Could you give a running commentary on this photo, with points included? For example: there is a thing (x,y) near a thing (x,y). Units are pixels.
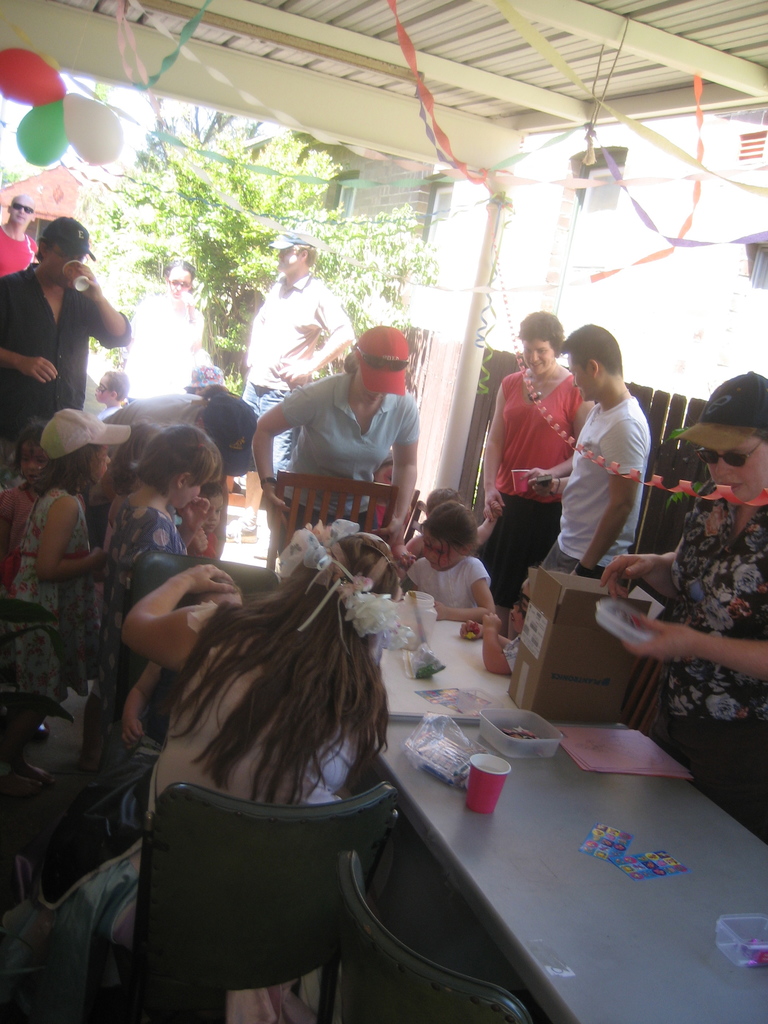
In the picture it looks like a party there are group of people (318,681) all are enjoying the party, in the background (140,294) there is a tree (196,193), the weather is also sunny and also a building (650,171).
